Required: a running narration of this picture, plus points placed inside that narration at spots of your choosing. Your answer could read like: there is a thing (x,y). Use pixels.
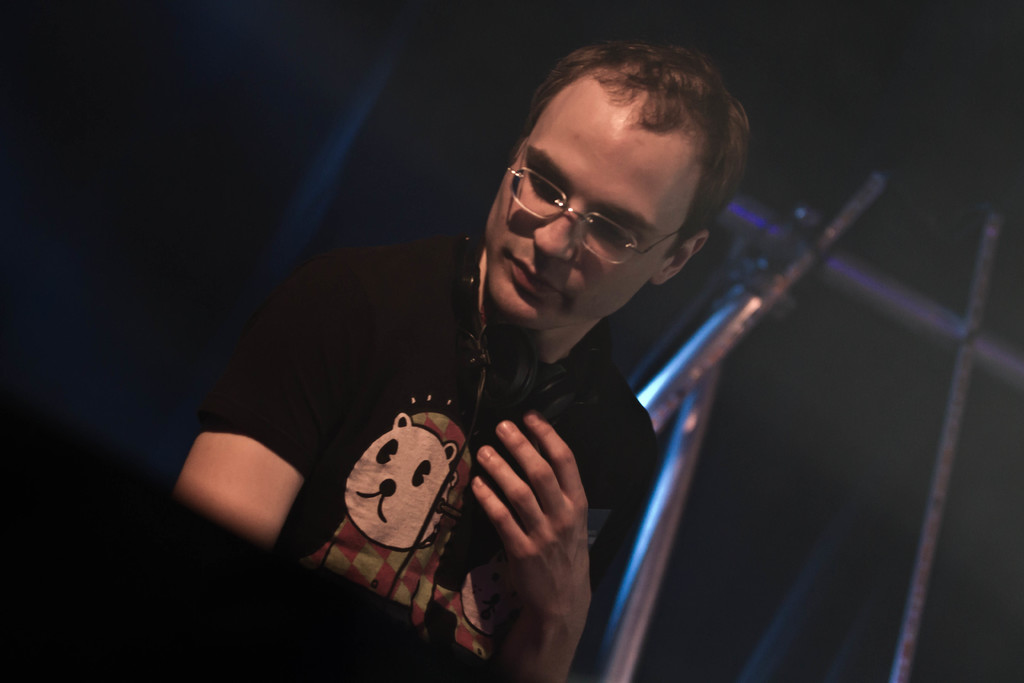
In this image we can see a man (576,624) wearing spectacles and there is a headphone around his neck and in the background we can see some objects (858,283).
